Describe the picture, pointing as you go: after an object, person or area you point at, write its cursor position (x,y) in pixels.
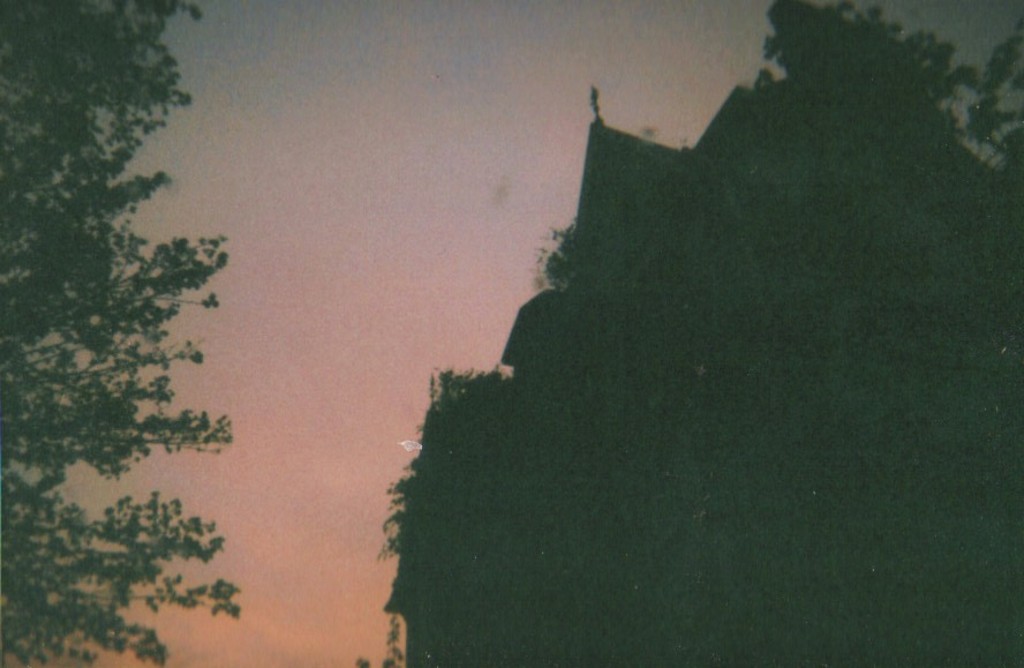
We can see a house (699,568) on the right side of this image (744,507) and trees (92,453) on the left side of this image (92,422) as well. The sky (420,306) is in the background (413,282).
